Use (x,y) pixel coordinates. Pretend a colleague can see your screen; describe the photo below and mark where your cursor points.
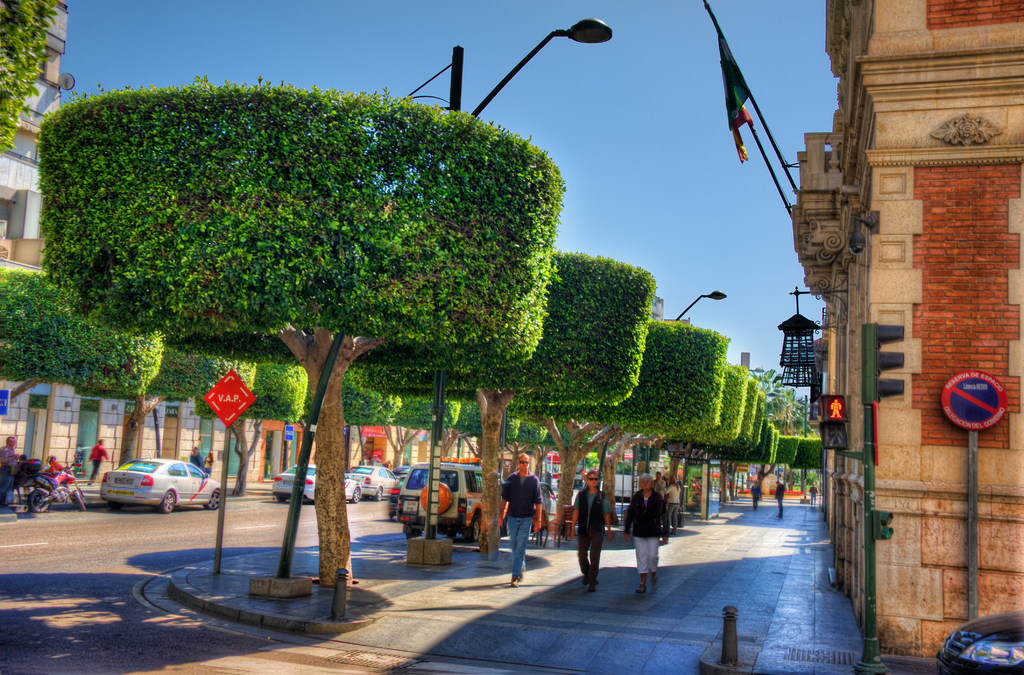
In this image we can see a few people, there are buildings (858,355), sign boards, light poles (502,80), vehicles (205,492) and motorcycle (77,490) on the road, also we can see trees (721,433), and the sky (433,94).
